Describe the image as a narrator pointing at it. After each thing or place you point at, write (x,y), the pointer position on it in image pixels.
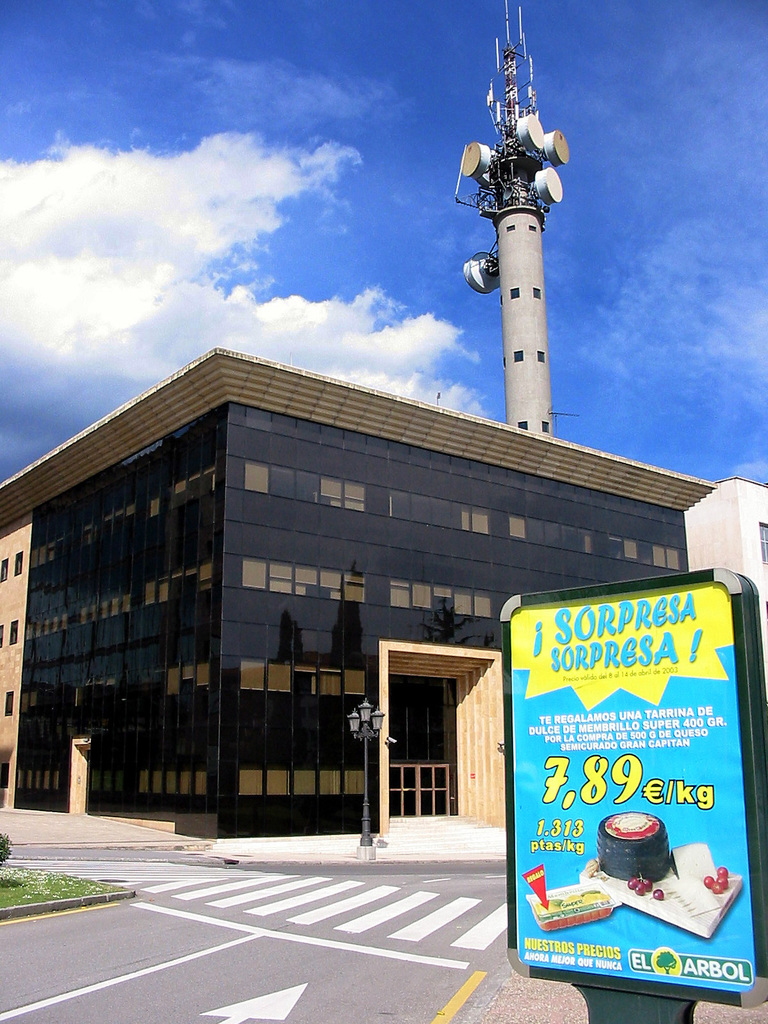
In the picture we can see a road (373,997) with a zebra lines (12,863) on it near it, we can see a path (81,902) with some grass (99,885) and plant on it and behind it, we can see a building (102,471) with black colored glasses (41,608) and on the top of it, we can see a pillar (519,351) with some antennas (489,149) to it and behind it we can see a sky (104,295) with clouds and near to the building (485,631) we can see a board (697,657) with some advertisement (713,938) on it.
